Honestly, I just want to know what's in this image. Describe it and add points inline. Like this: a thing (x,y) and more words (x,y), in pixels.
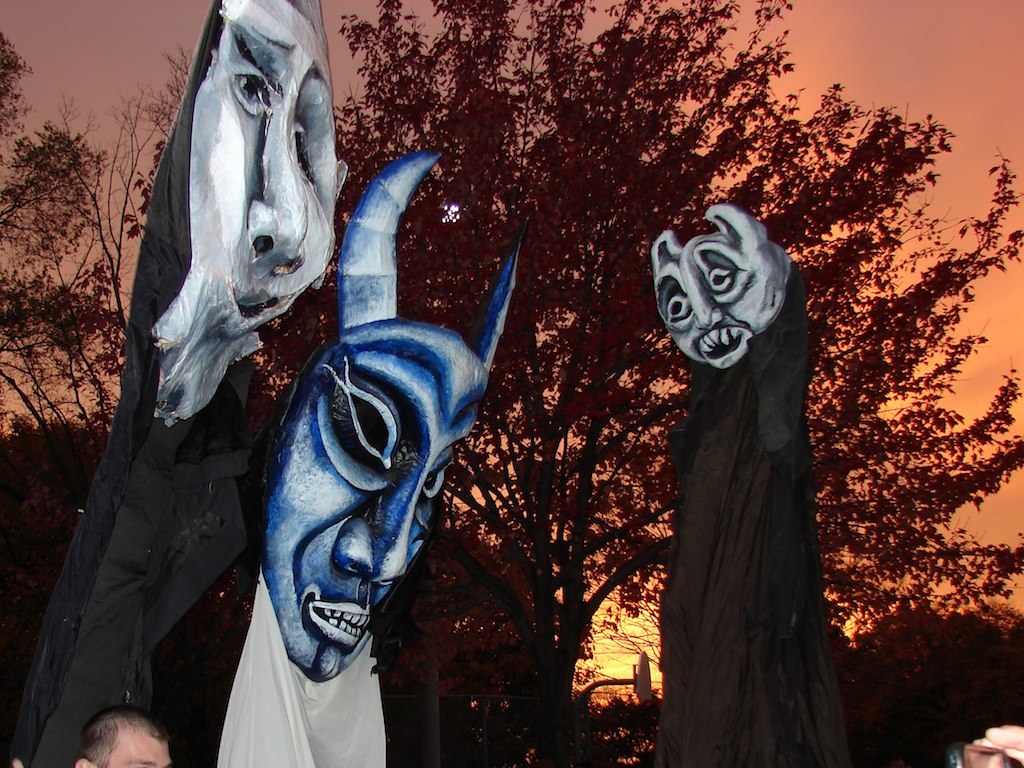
This picture is clicked outside. In the foreground (321,90) we can see the clothes (753,418) and the masks (706,317) and there are some persons (138,727). In the background (875,84) there is a sky (943,106), trees (626,282) and some other items (643,675).
